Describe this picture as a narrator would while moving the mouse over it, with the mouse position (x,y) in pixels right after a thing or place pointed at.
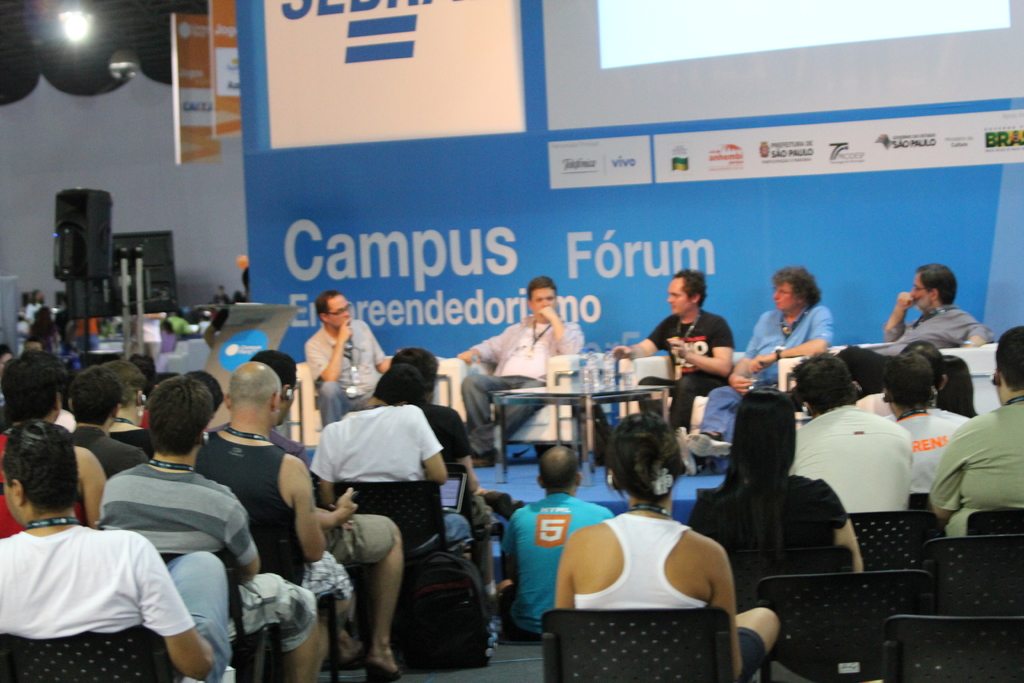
The picture is taken in a conference. In the foreground of the picture (258,471) there are people (272,490) sitting in chair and there are bag (465,589), laptop (445,497) and other objects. In the center of the picture (529,326) there are people (551,326) sitting on stage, on the stage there are chairs (551,409), desk (557,409), on the desk (578,389) there are bottles (592,380). Towards left (122,299) in the background (124,271) there are speakers (97,261), stand (138,314), podium (237,342) and other objects (151,275). In the center of the background (391,168) there is a banner (518,105). At the top left (222,67) there are banners (191,66) and light (71,36).
